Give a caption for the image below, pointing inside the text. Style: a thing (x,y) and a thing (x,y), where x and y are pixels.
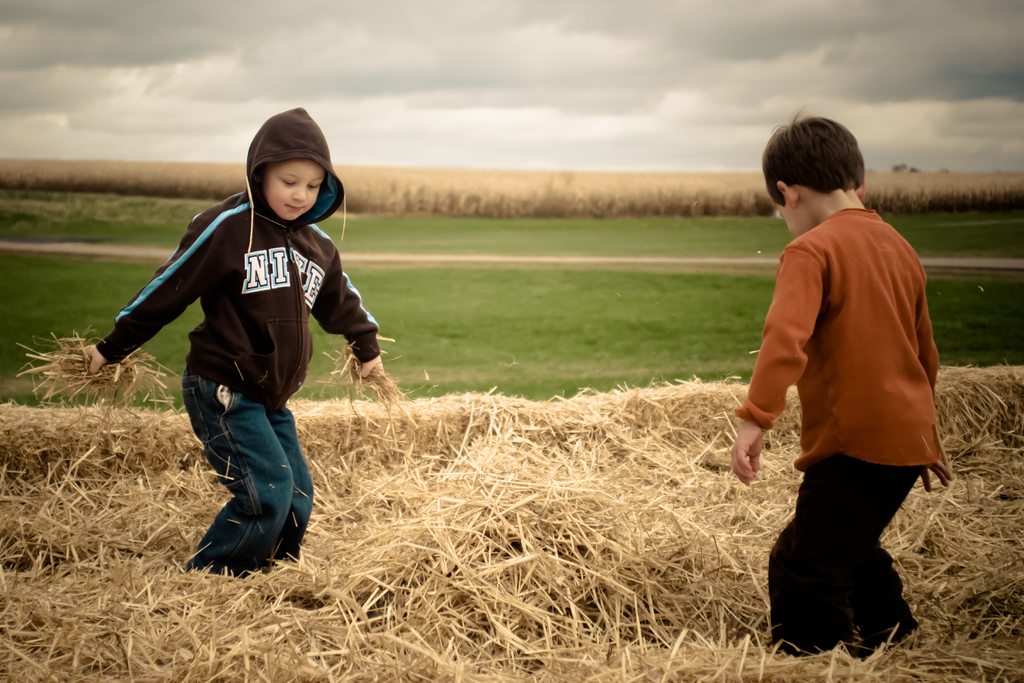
In this image I can see two kids (215,434) are playing in the hay (515,512). In the background (506,318), I can see the grass (505,277) and clouds (602,62) in the sky (606,47).
